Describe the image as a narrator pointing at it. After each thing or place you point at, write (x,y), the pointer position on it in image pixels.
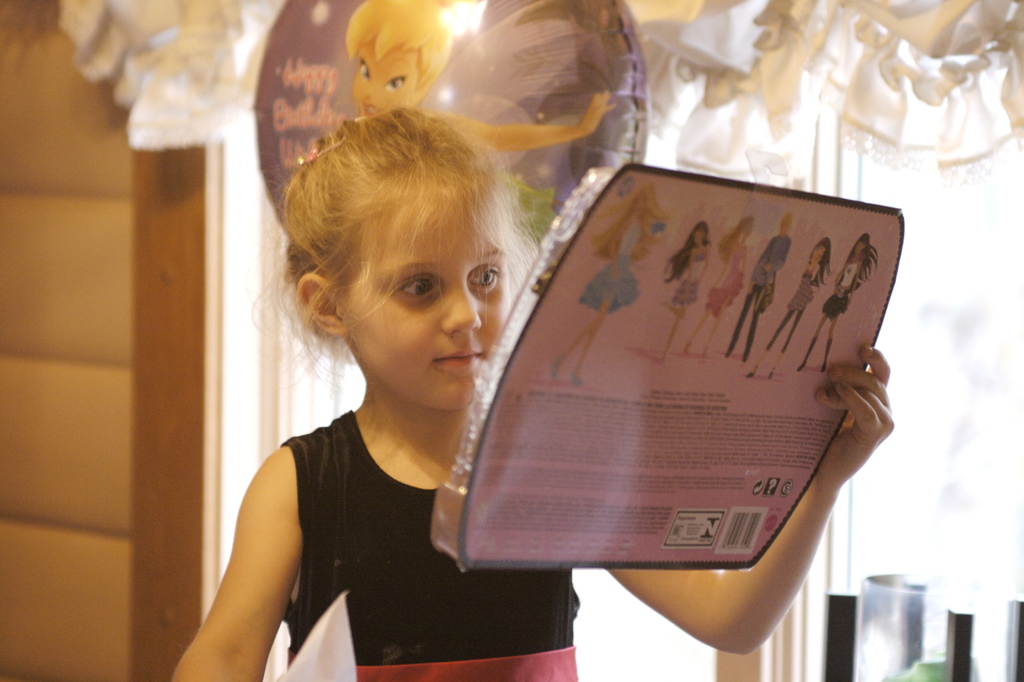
In this image, we can see a girl (361,596) holding an object (749,335). We can see some wood (192,338) and some glass (250,376). We can also see some curtains (222,24) and a balloon (323,5). We can also see some objects (923,596) on the bottom right corner (884,633).
